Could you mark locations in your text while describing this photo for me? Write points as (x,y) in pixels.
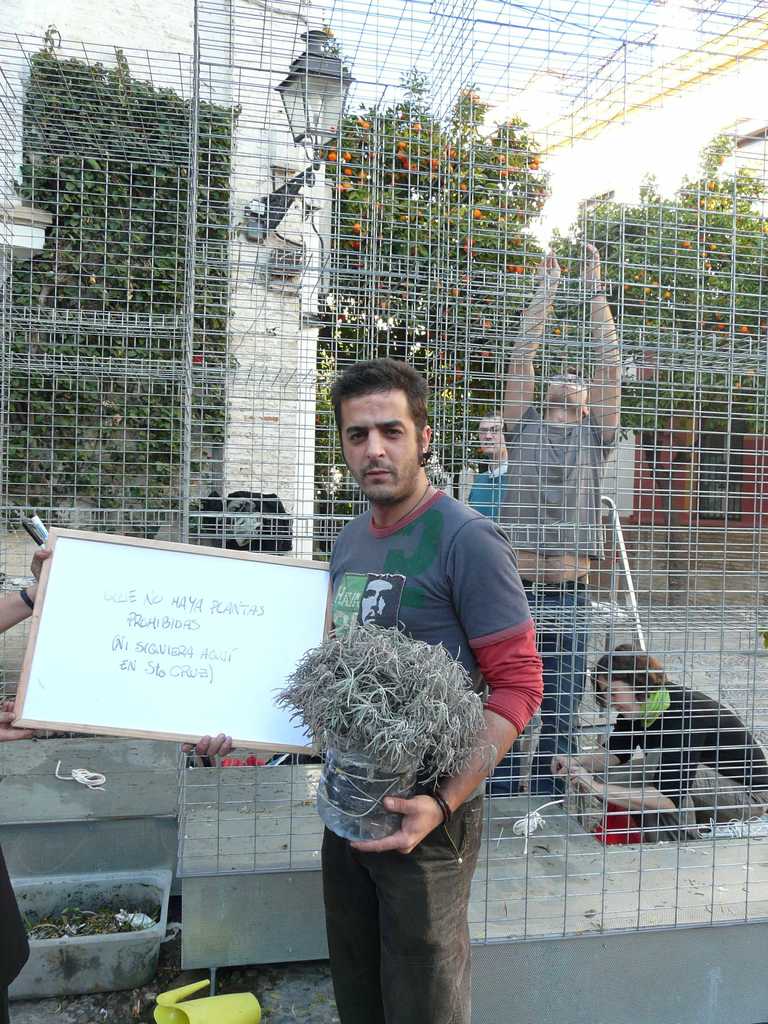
The man (456,641) in front of the picture is holding a flower pot (378,753) in one of his hands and in the other hand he is holding a white board (179,681) with some text (211,638) written on it. Behind him, we see a fence (651,478). We see people (530,471) are standing and the woman (606,680) in black T-shirt (728,740) is sitting on the floor (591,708). On the left side (147,936), we see a plastic tub (93,940) and a mug (163,1002) in yellow color. There are trees (730,256) in the background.
